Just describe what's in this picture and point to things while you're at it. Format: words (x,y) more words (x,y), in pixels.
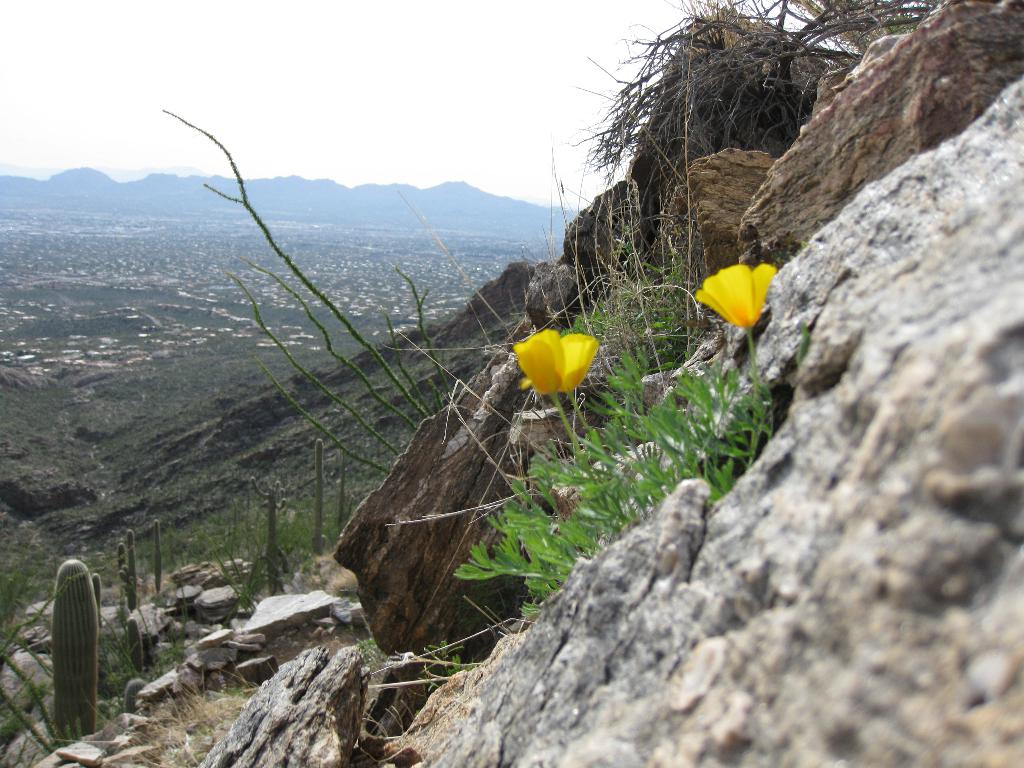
In this image we can see rocks (616,578). Also there is a plant (523,522) with flowers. And there are cactus plants (131,578). In the background (356,75) there are hills (369,208) and sky (341,126).
